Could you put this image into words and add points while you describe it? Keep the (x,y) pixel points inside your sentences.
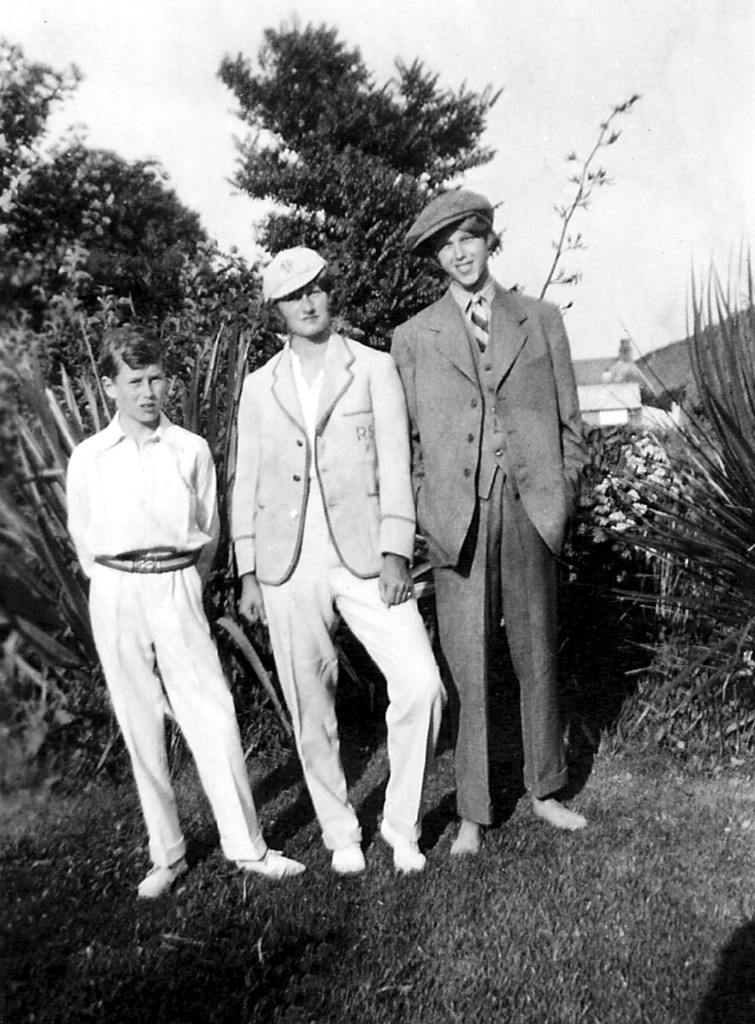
This image is a black and white image. This image is taken outdoors. At the top of the image (570,51) there is the sky (355,36). At the bottom of the image (367,974) there is a ground (554,938) with grass (504,947) on it. In the background (606,629) there is a house (633,423) and there are few trees (447,147) and plants (49,415) with leaves (67,262), stems (234,352) and branches (339,160). In the middle of the image (423,456) three boys (351,486) are standing on the ground (431,927) and they are with smiling faces (456,253).
